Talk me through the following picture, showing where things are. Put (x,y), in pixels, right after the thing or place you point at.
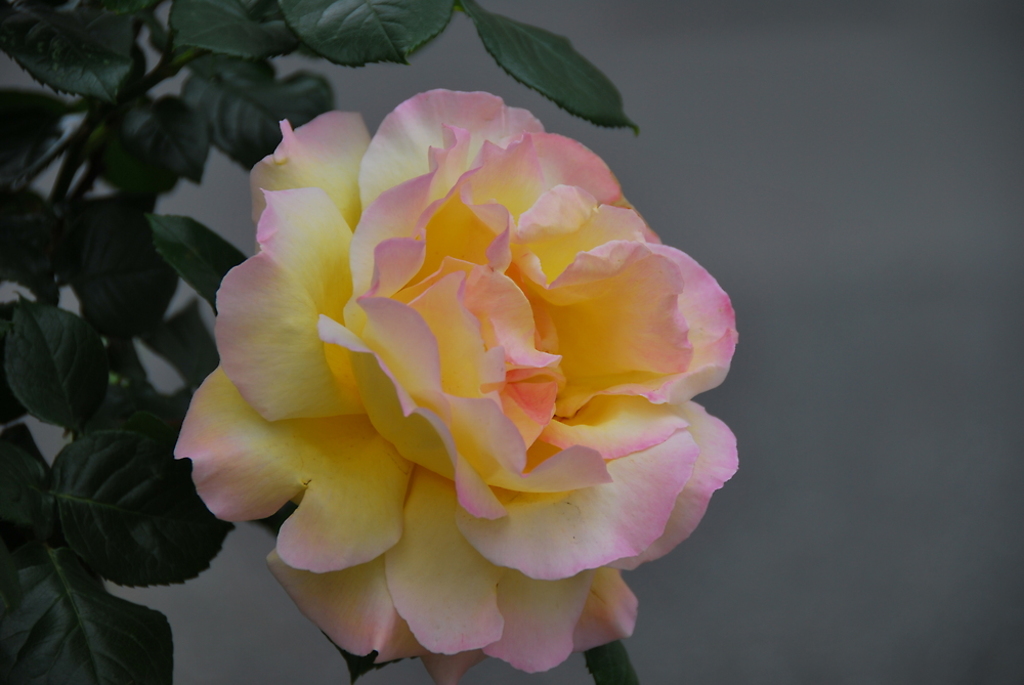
In this image we can see a flower (495,334) which is of yellow and pink color and at the background of the image (318,10) there are some leaves (178,311).
